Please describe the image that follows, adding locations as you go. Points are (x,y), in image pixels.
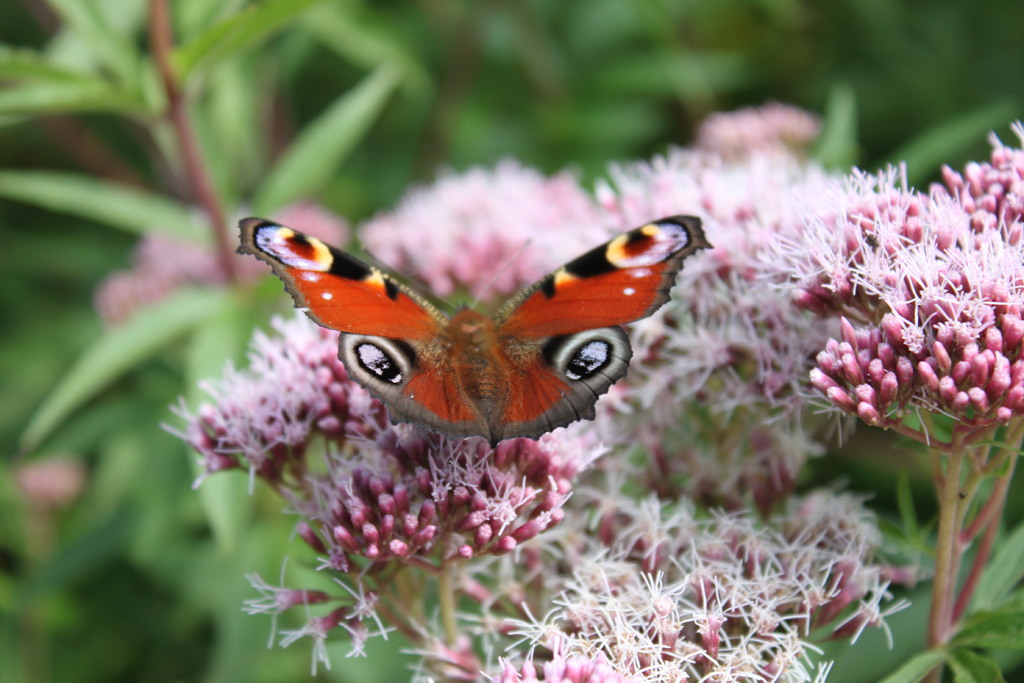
In this picture we can see a butterfly (488,349) on the flowers (511,459), in the background (260,162) we can find few plants (268,150).
